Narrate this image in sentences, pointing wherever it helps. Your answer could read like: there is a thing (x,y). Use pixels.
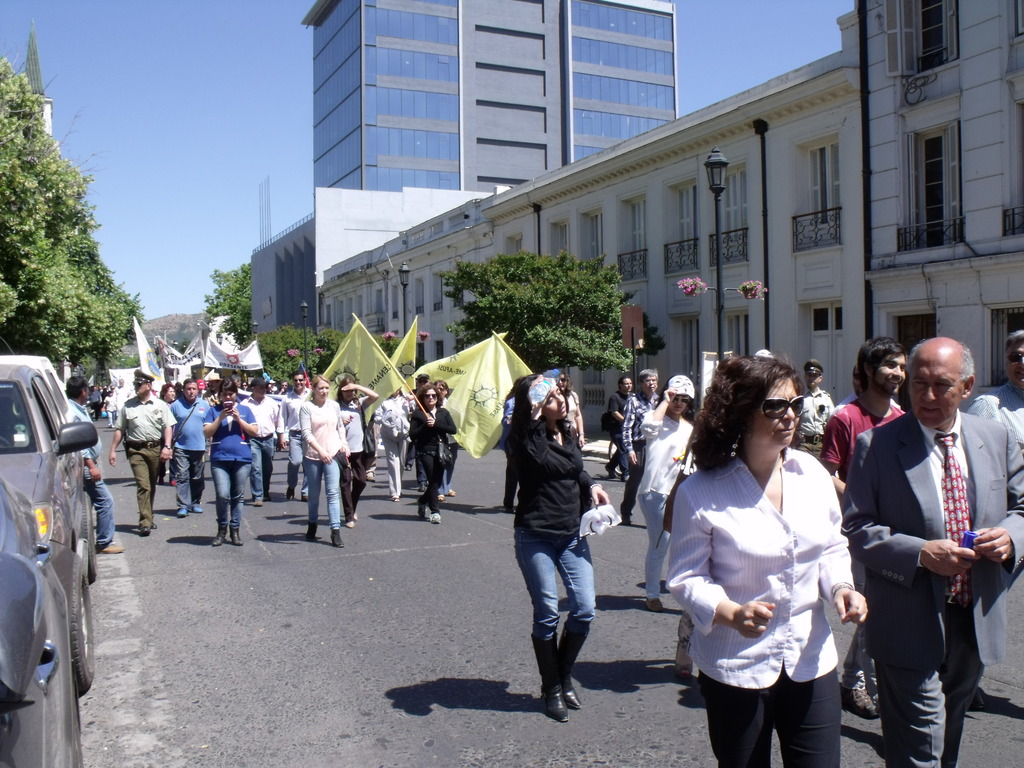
In this image we can see a few people (441,474) walking on the road (490,599), among them some are holding flags (392,357) and some are holding banners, there are some trees (616,279), windows (683,207), grills (697,258), poles (708,176), lights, flower pots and vehicles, in the background (271,71) we can see the sky (246,65).
